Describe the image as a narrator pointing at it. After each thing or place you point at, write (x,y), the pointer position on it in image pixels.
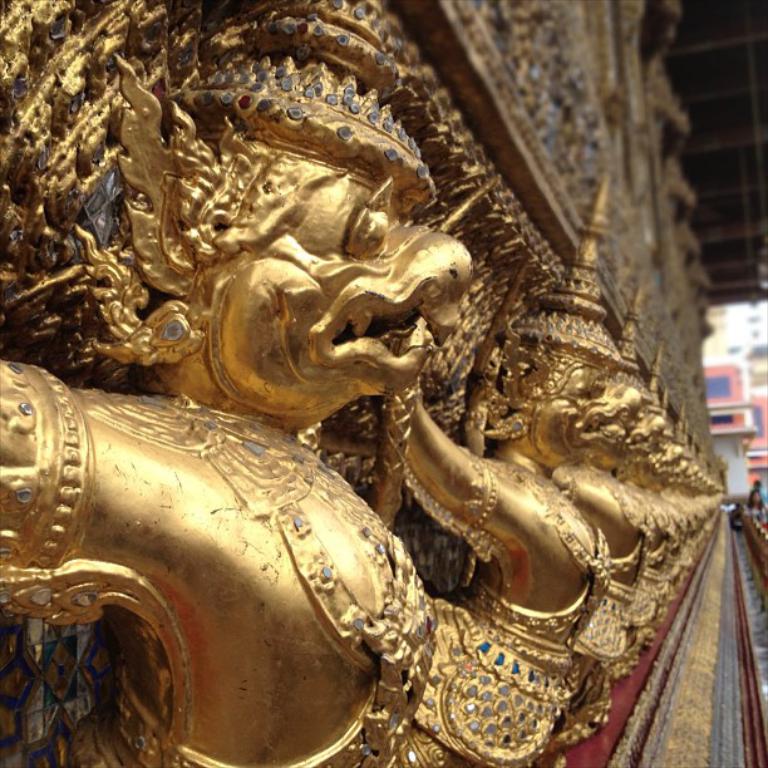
In this image, we can see a few sculptures (624,539). We can also see the ground (734,724) and a person (751,494). We can also see the roof (709,161).
